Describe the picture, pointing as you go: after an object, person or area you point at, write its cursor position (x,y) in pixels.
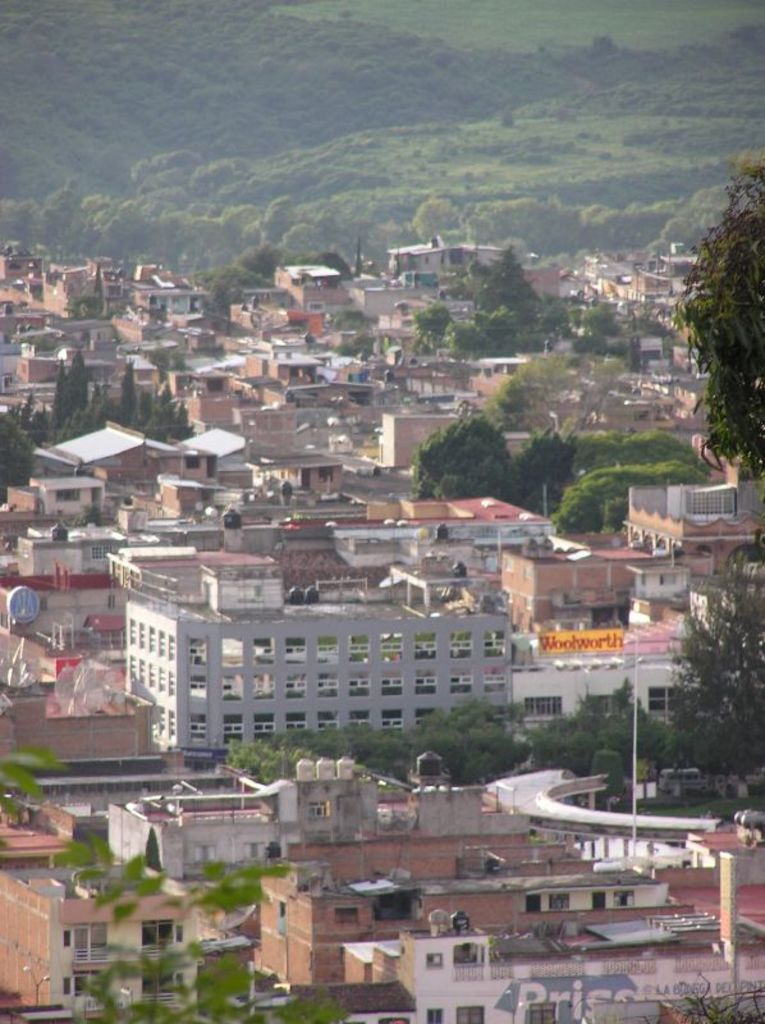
In this image I can see number of buildings (370,604), few trees (746,674), few poles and in the background (183,29) I can see few trees (355,131), the ground (474,91) and some grass (500,49).
